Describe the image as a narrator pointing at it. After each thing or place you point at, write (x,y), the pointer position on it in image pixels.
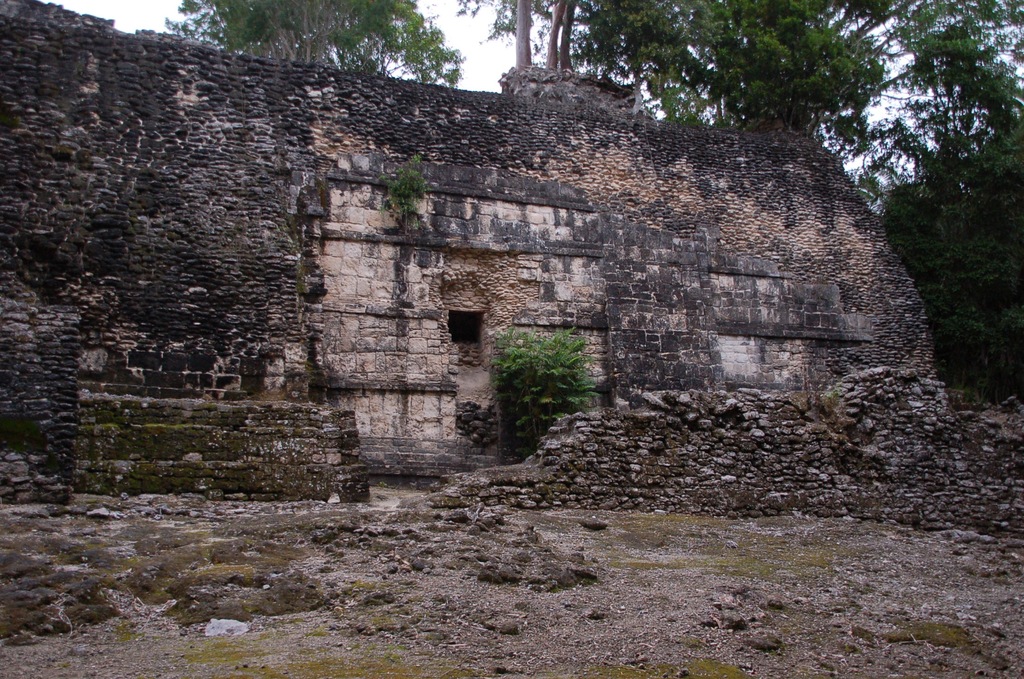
In the center of the image (397,330), we can see an old building (460,239) and in the background (795,68), there are trees (759,65). At the bottom (509,597), there is ground (578,594).
